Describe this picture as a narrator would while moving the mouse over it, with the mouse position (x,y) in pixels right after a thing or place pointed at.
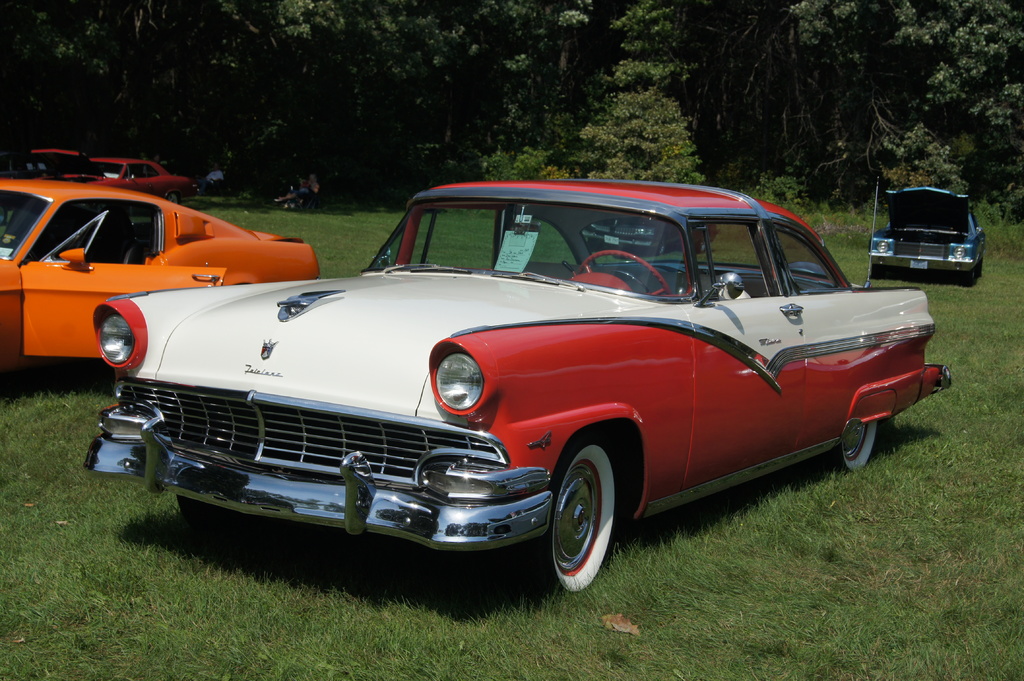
In this image there are a few cars (509,316) parked on the surface of the grass (14,459), in the background of the image (567,145) there are trees (504,160).
